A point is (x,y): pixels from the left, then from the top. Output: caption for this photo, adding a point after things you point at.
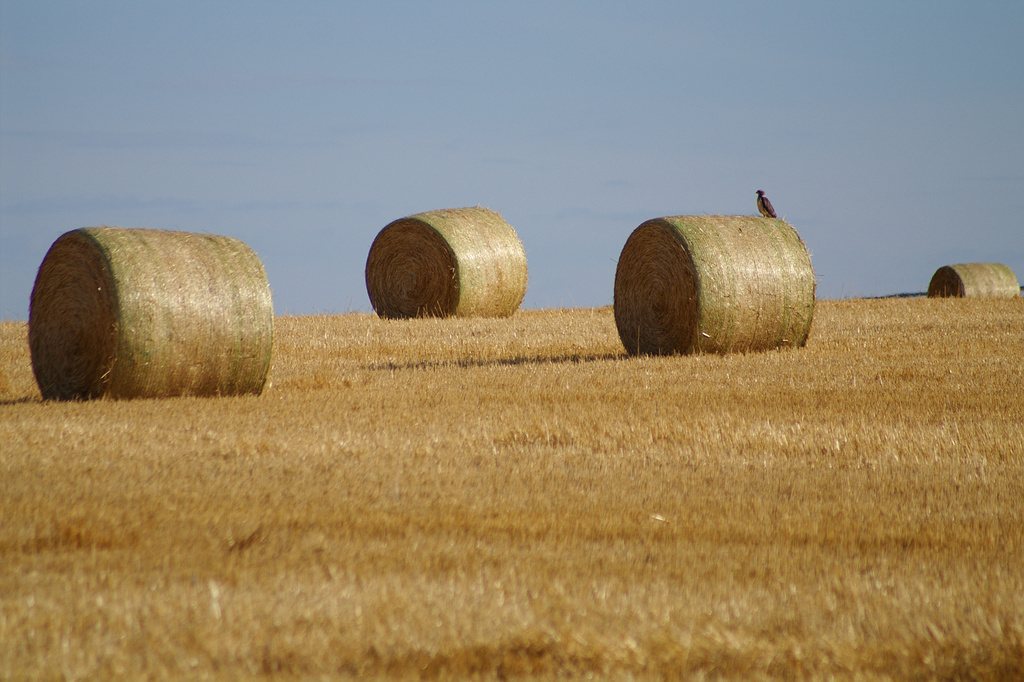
In this image we can see dry grass (319,595), hay (762,293) and a bird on it and the pale blue color sky (717,144) in the background (516,62).
